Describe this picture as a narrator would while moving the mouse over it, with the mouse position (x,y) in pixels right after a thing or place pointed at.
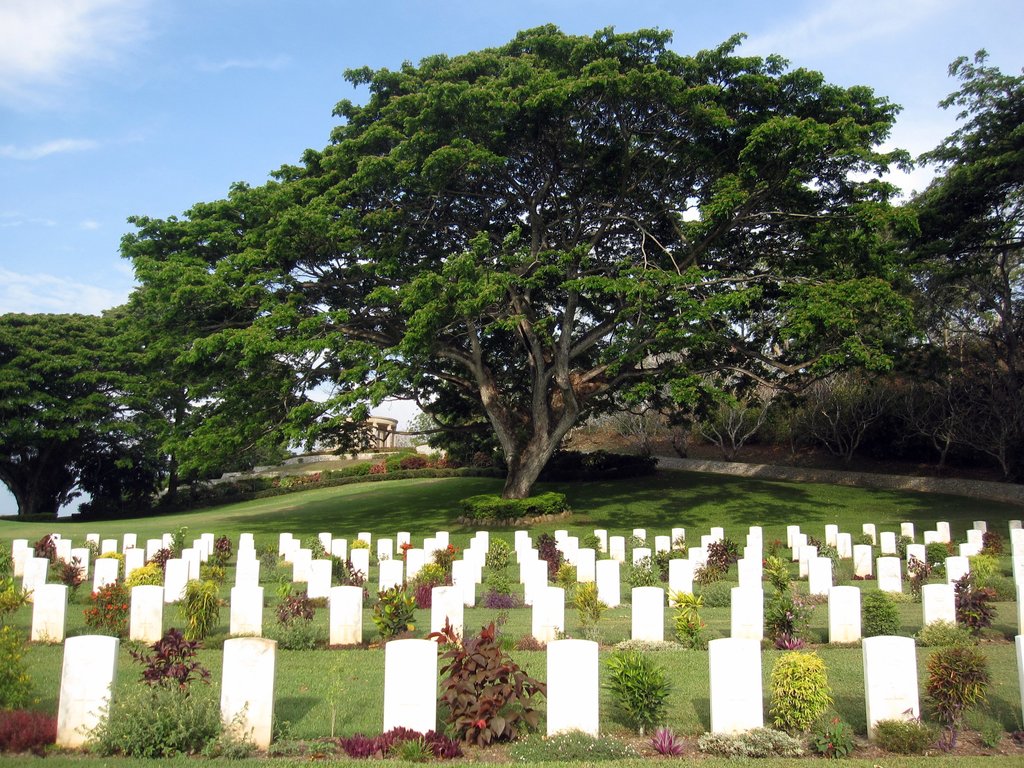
In this picture we can see some graves (99,580) here, at the bottom (418,614) there is grass (632,528), we can see some plants (792,651) here, in the background (608,315) there are some trees (636,379), there is the sky (228,82) at the top of the picture (141,59).
